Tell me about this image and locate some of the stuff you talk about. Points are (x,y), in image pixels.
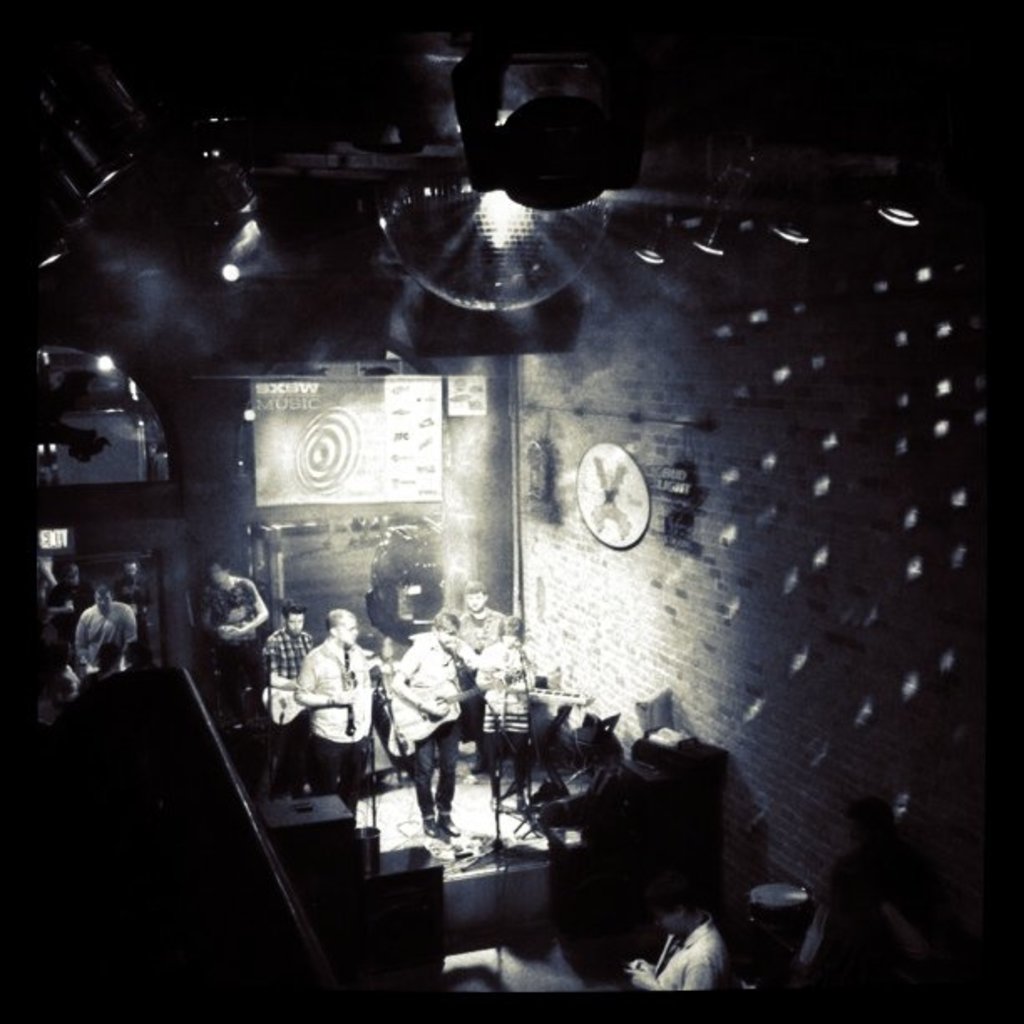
This is a black and white image in this image few persons (406,663) are performing on a stage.
